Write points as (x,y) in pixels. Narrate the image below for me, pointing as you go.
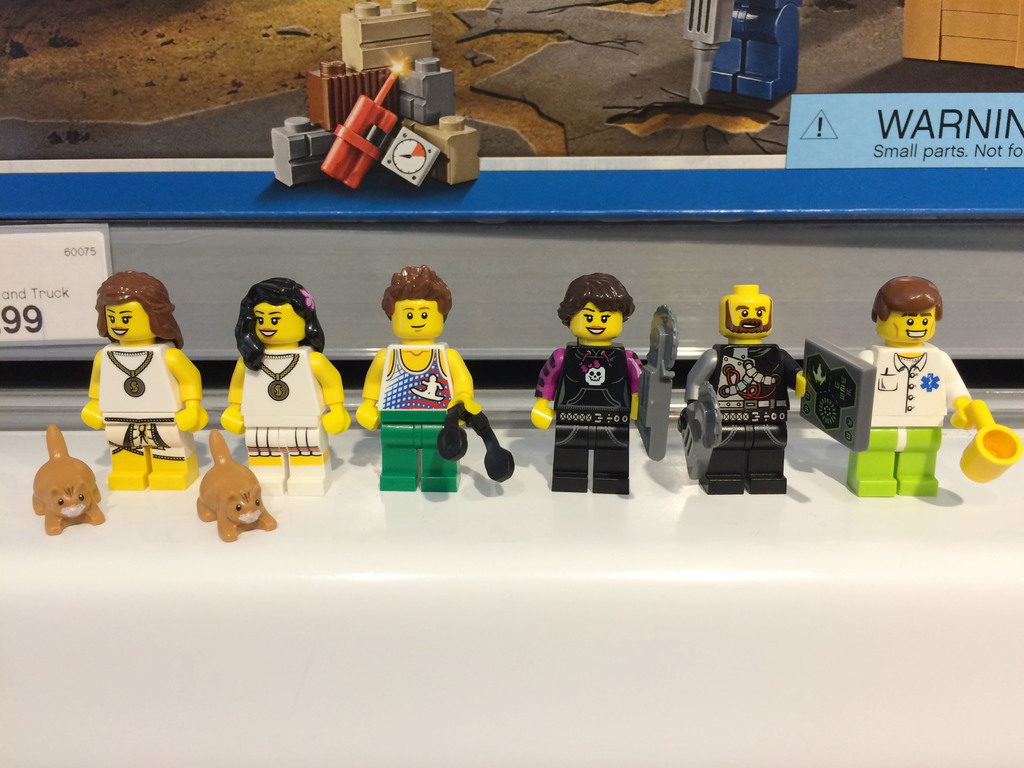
In this image we can see the toys (238,514) and in the background (602,91), we can see the board (541,96) with toys (417,106) and text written on it.
